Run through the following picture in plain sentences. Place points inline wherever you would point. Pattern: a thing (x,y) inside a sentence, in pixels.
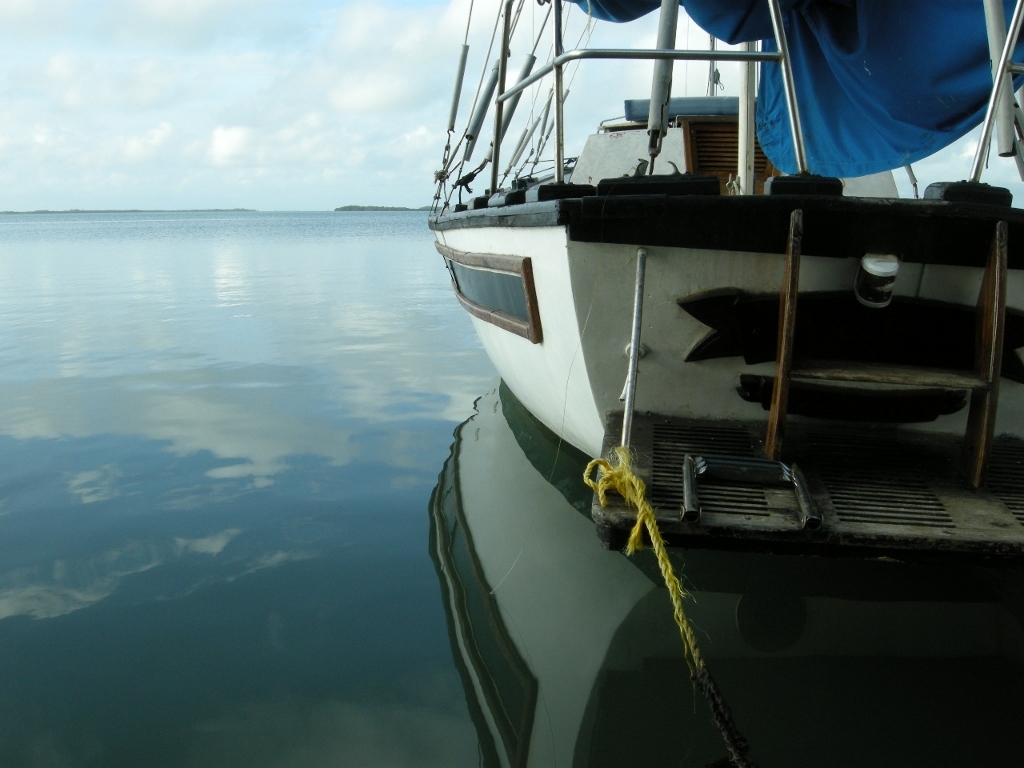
In the picture we can see a boat (761,515) which is white in color with some black border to it and on it we can see some rods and railing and the boat (958,283) is tied with yellow color rope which is in the water (127,260) and in the background (343,125) we can see a sky (52,207) and clouds (373,168).
